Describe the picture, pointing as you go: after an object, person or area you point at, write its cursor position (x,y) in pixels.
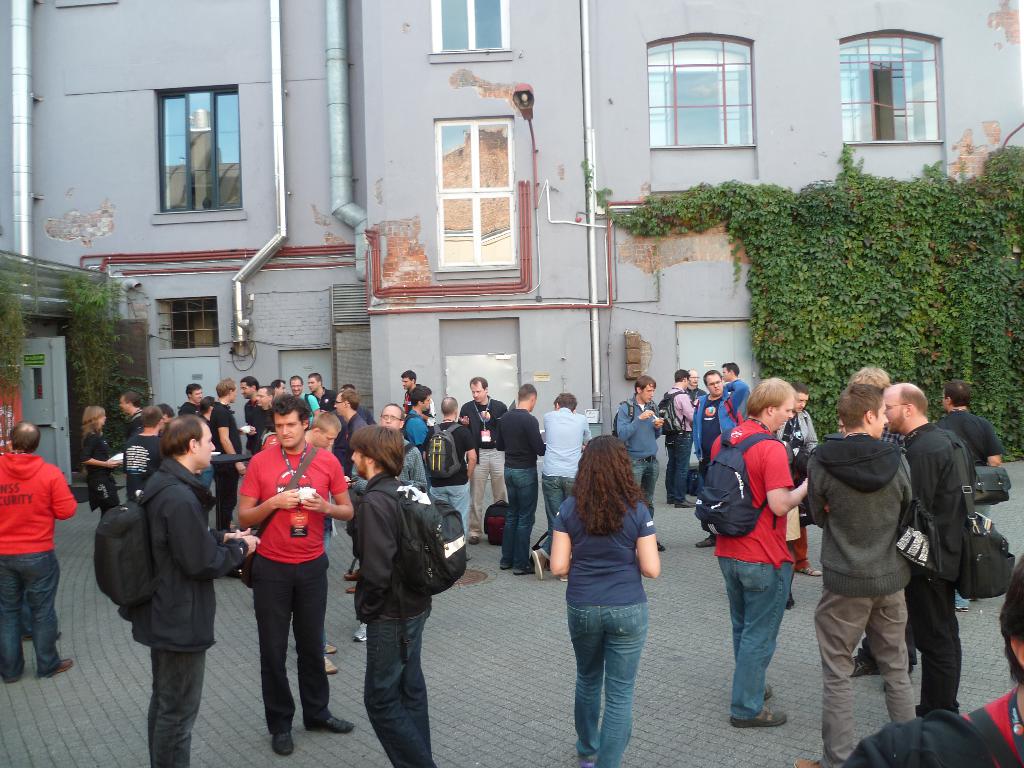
In the center of the image (603,445) there are people (601,500) standing. In the background (717,343) there is a building (322,291) and we can see pipes (284,165) on the building (372,140). On the right (755,341) there are creepers (894,294). On the left (57,438) there is a door (49,448).
